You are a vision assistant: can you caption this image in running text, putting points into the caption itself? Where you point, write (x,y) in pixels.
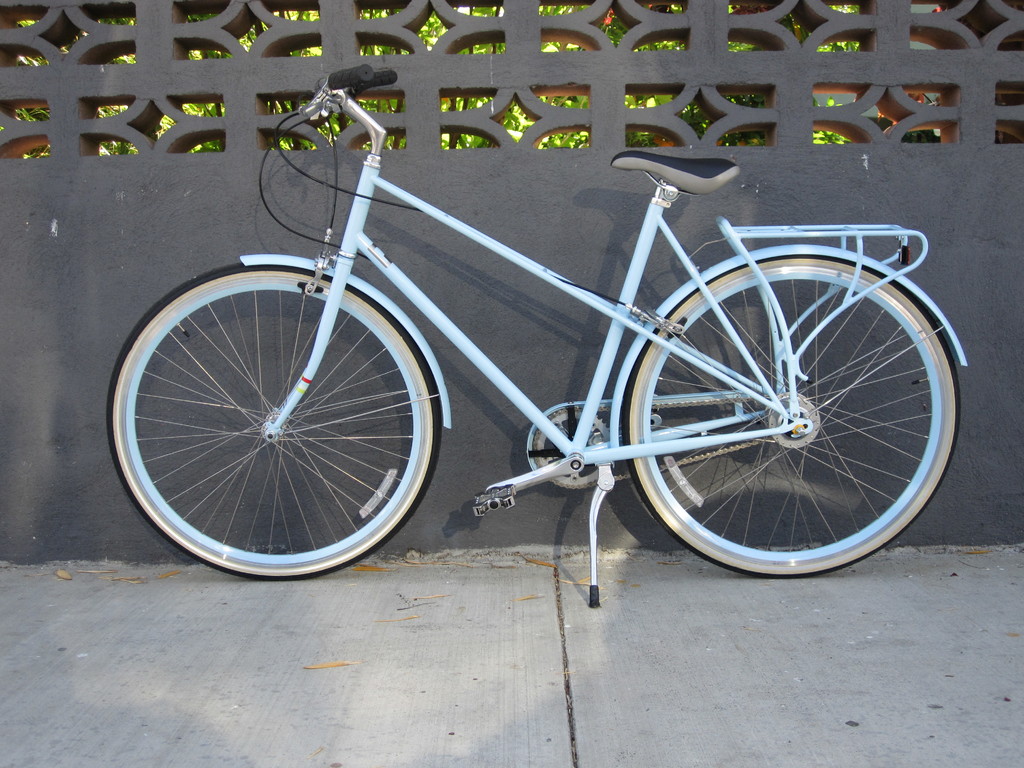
In this image we can see there is a bicycle (426,391), behind the bicycle (282,257) there's a wall (614,147) and we can see behind the wall (300,66) there are trees (387,102).
